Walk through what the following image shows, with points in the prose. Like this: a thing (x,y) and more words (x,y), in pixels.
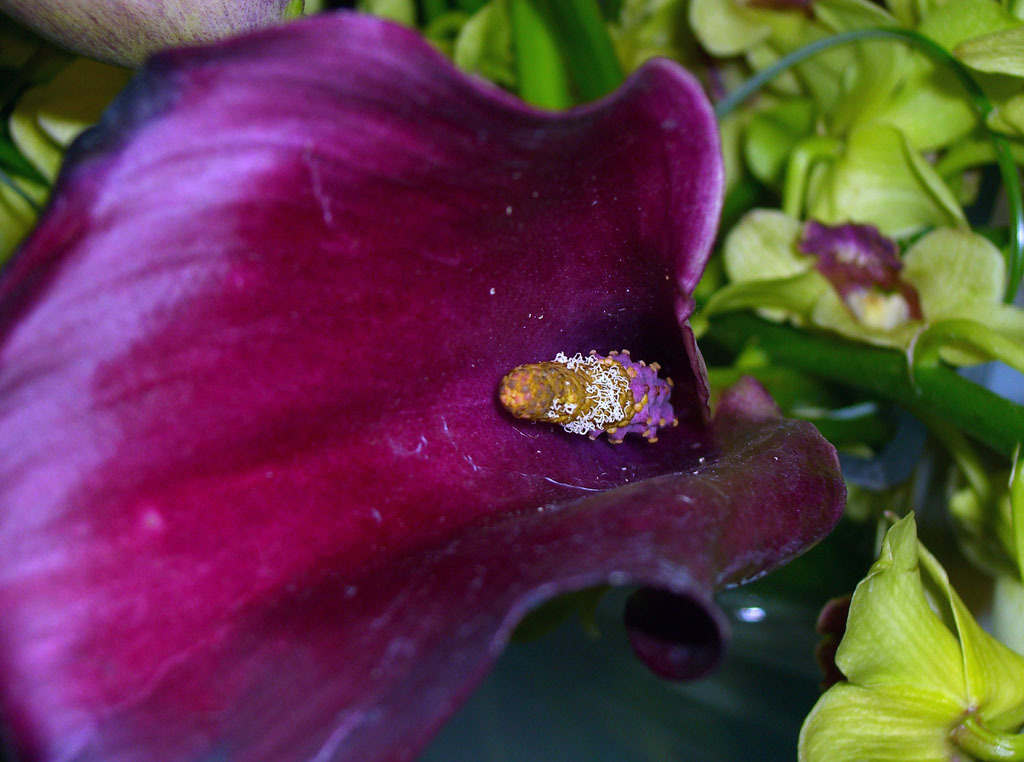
In this image we can see the flowers (504,277), leaves (540,20) and also the stems (858,358).
